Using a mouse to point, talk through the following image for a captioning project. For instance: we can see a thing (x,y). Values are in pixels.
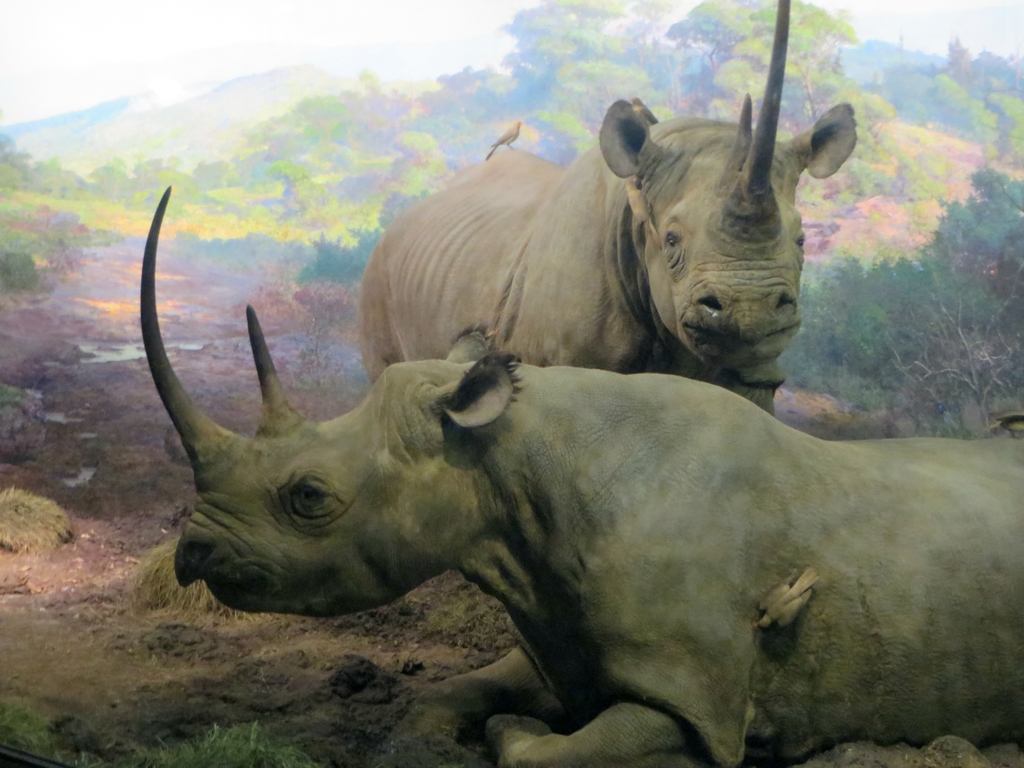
In this image there are two rhinoceros (566,450) in the middle (636,385). At the bottom (737,673) there is one rhinoceros (540,563) which is lying on the ground (300,687). While the other rhinoceros (483,263) is standing.
